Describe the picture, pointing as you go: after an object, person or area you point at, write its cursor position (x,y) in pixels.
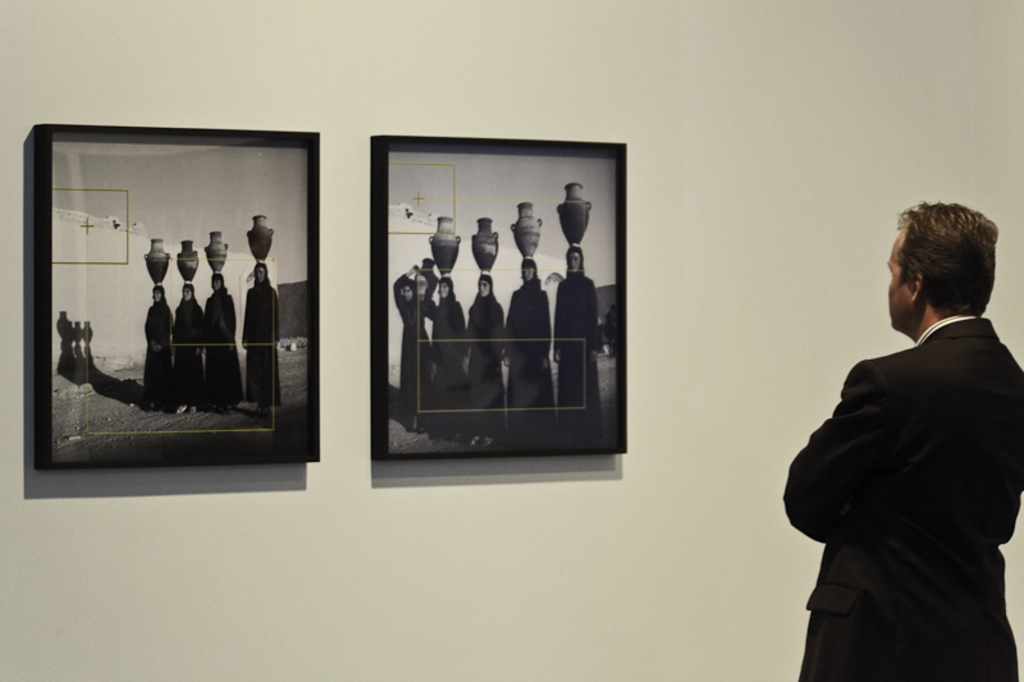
In the image we can see a person (885,527) standing and the persons (916,568) facing back. We can even see two frames (286,333) stick to the wall (330,332).
